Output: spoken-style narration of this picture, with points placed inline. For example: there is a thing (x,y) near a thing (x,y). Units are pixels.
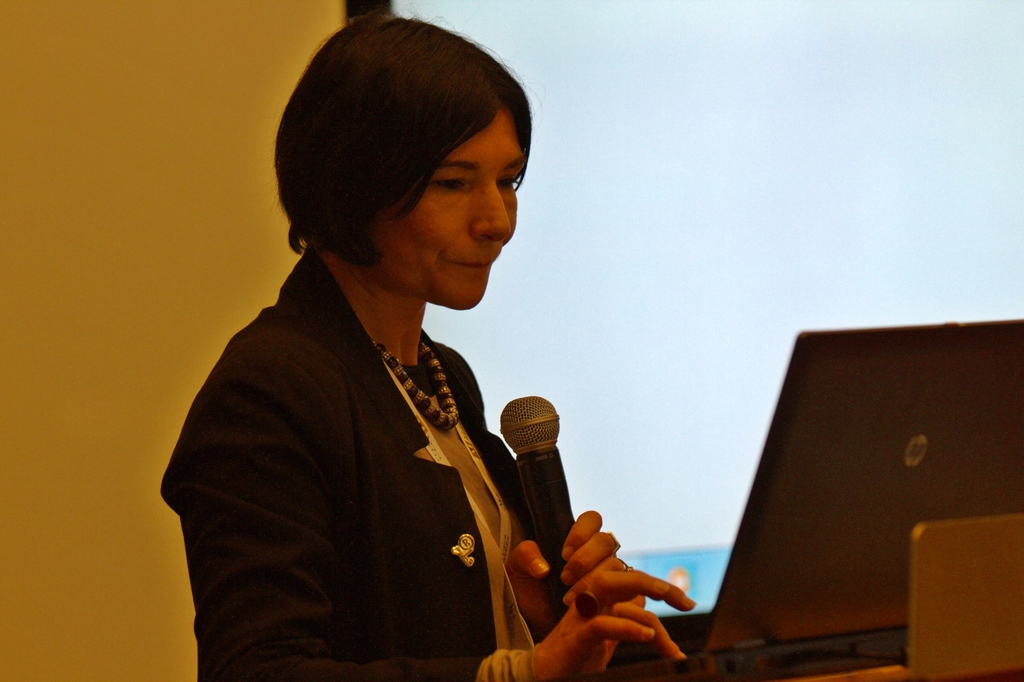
In this picture we can see a woman (366,349), she is holding a microphone (551,419), in front of her we can see a laptop (829,482).
